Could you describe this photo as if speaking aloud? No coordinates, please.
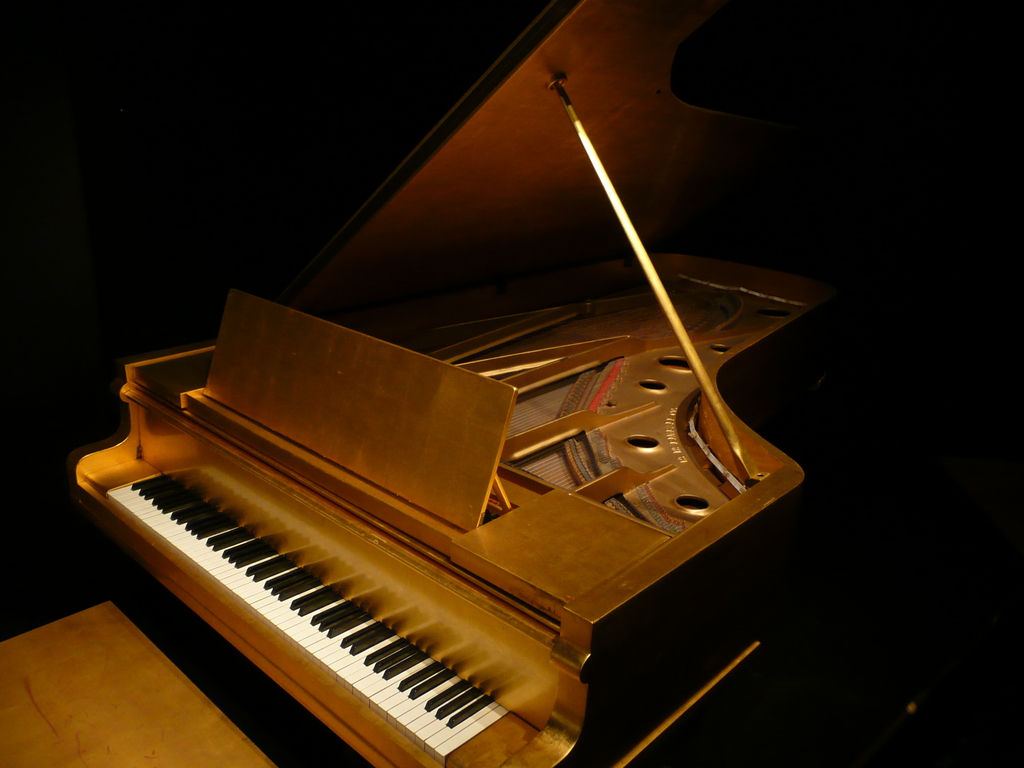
In this image I see a piano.
